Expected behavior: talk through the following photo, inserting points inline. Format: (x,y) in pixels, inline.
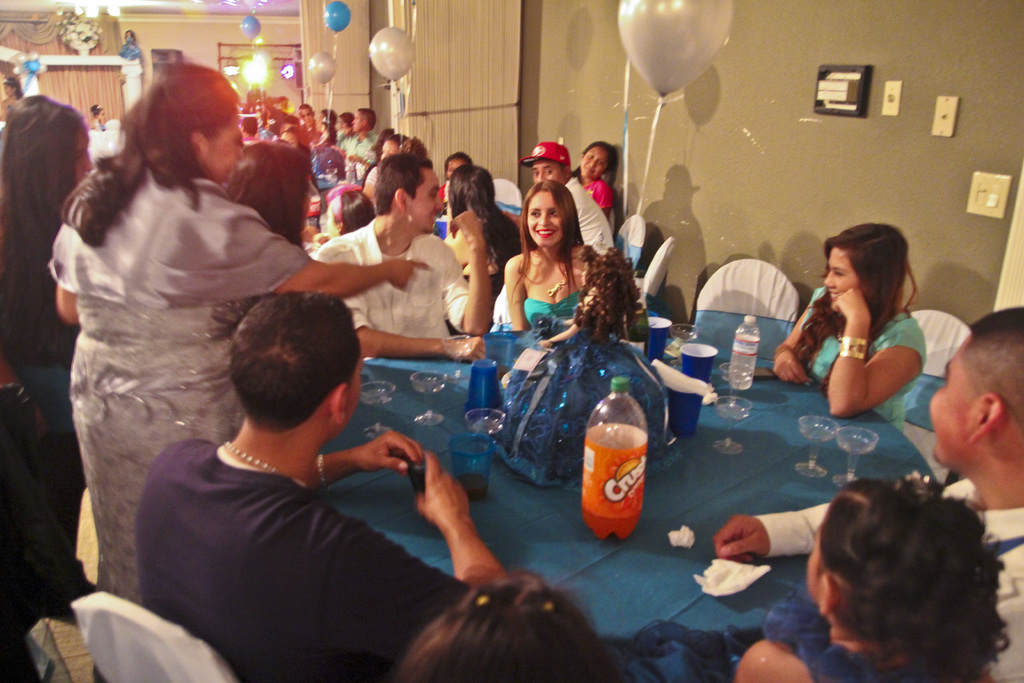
In this image I see number of people (12,363), in which few of them (24,511) are standing and rest of them (277,327) are sitting on chairs (106,658) and there are tables (794,386) in front of them on which there are glasses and bottles (751,325) on it. I can also see few of them (787,374) are smiling. In the background (663,185) I see the wall (989,50) and the balloons (644,1).
